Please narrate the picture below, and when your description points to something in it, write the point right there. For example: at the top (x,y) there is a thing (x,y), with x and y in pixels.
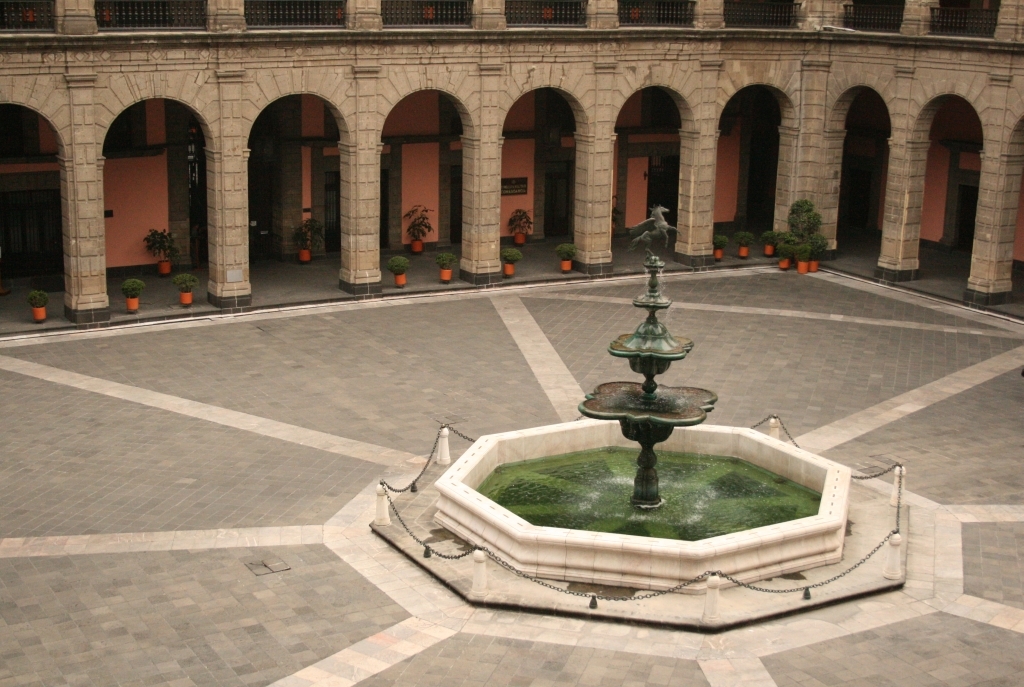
This is a building (137,174). I think this is a fountain (685,412) with a sculpture (642,234) of a horse (642,234) on it. These are the water (630,467). I can see the pillars (501,160). These look like the small flower pots (564,269) with the plants (789,247) in it. At the top of the image (151,14), I can see the iron grilles (456,19). These are the iron chains (442,557), which are hanging to the small poles (890,553).
